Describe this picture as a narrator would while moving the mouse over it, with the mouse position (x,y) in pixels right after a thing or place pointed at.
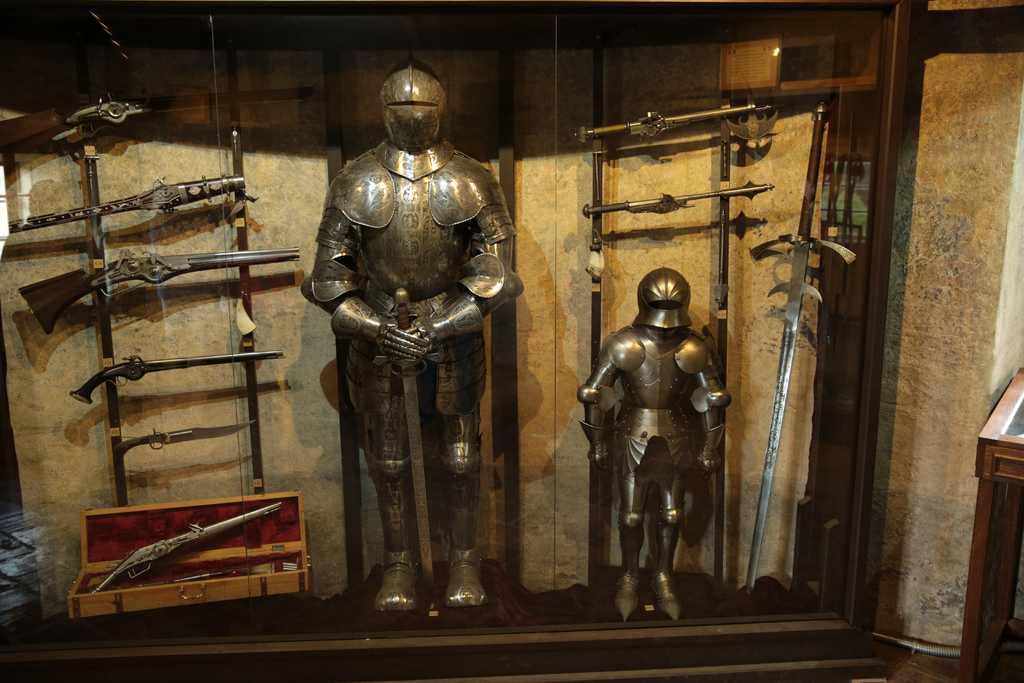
Here we can see statues (644,453), weapons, and a box (103,568). In the background (569,227) there is a wall (563,293).
